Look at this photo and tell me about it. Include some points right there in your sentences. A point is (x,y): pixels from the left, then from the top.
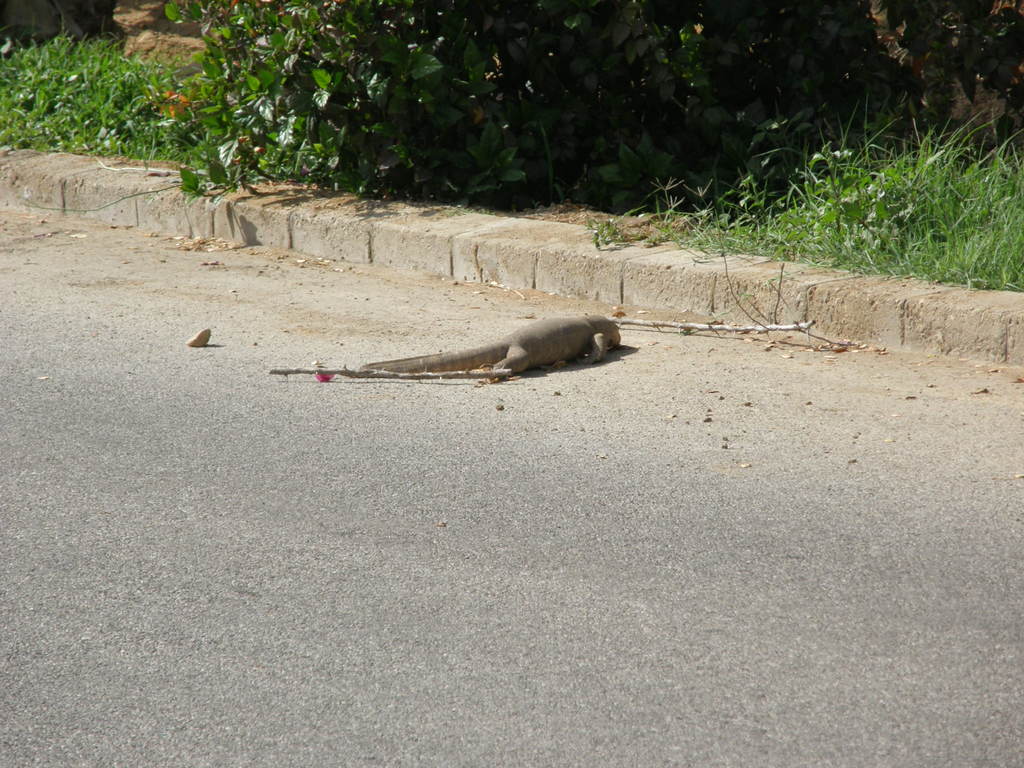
In the center of the image (559,350), we can see an animal (520,352) lying and we can see some sticks (690,326) on the road (449,390). In the background (280,56), there are trees (234,36) and we can see grass (876,204).
